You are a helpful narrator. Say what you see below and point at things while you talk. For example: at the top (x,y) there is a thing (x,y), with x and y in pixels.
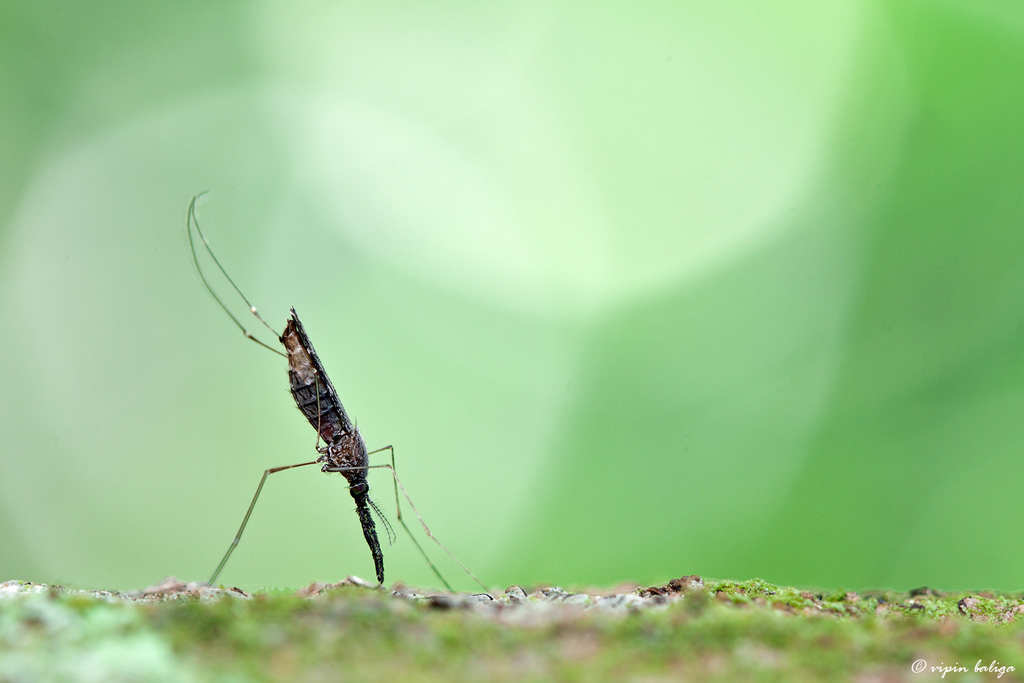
In the image in the center, we can see one insect (310,385). On the right bottom of the image, there is a watermark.
